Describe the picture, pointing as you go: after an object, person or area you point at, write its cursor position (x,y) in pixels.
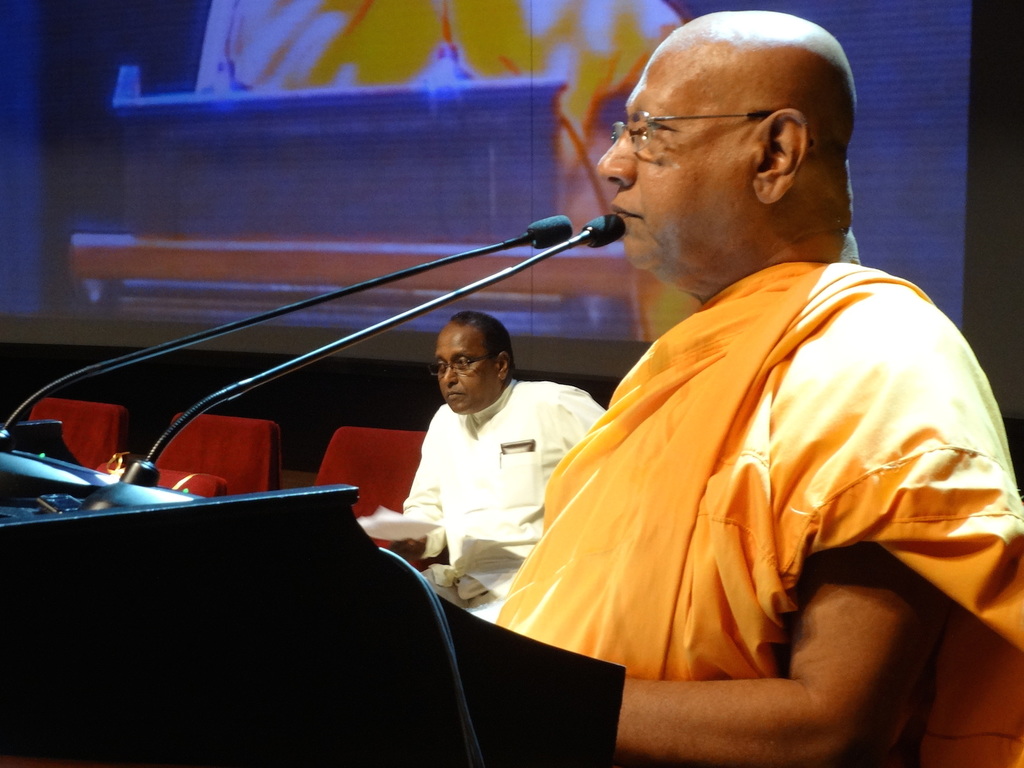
In this picture we can see a man (723,362) standing in front of a podium (228,641), we can see two microphones (540,242) in front of him, in the background (477,500) there is a person (498,474) sitting on a chair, we can see three chairs (210,462) on the left side (331,453), there is a screen (377,72) in the background (392,70).
